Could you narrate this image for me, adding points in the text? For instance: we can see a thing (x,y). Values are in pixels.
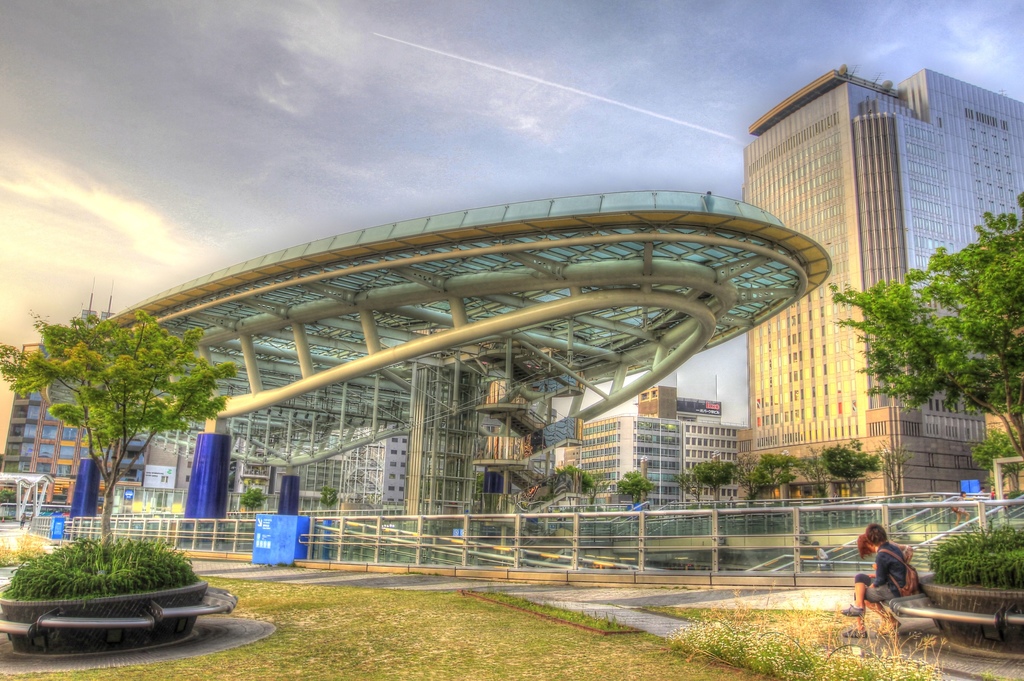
There are two people (867,598) sitting and we can see grass (394,631), plants (22,580), trees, rods (336,537) and architecture (523,397). In the background (597,476) we can see people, buildings (383,459), trees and sky (324,64).
